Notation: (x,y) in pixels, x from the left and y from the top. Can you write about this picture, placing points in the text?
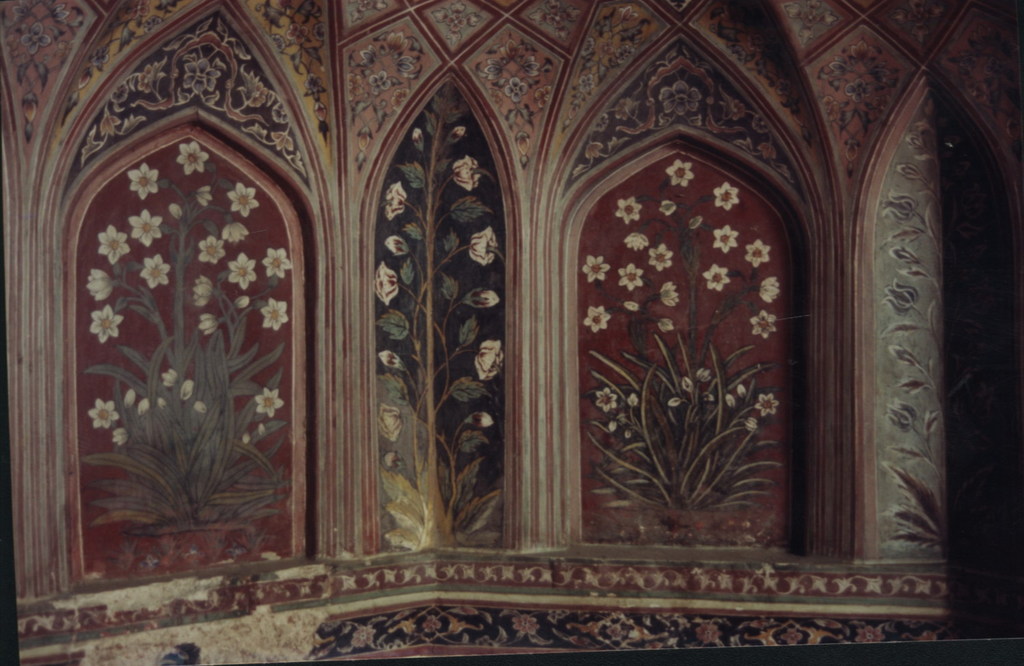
In this image we can see painting (721,353) of plants (689,290) and flowers (723,284) on the wall (546,368).
